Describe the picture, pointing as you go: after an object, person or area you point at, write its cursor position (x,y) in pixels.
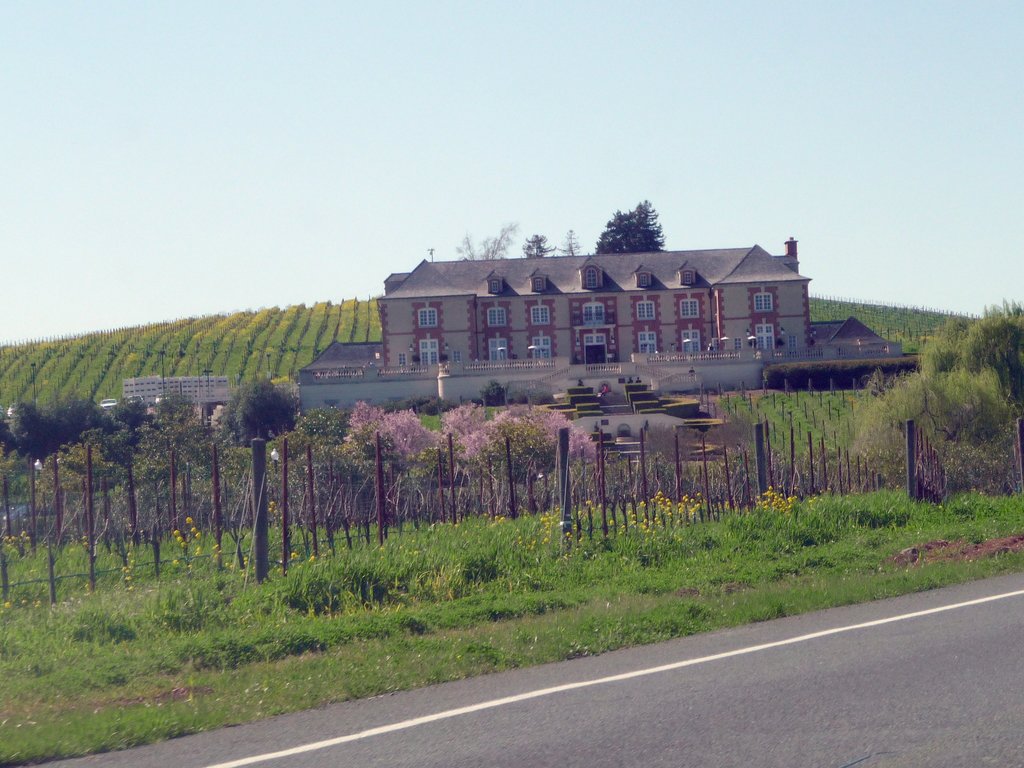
In this image we can see a building (774,325). Around the building (520,261) we can see a group of trees (953,429) and plants (224,453). In the foreground (424,527) we can see a fencing (682,466), grass (816,527) and the road (782,677).
